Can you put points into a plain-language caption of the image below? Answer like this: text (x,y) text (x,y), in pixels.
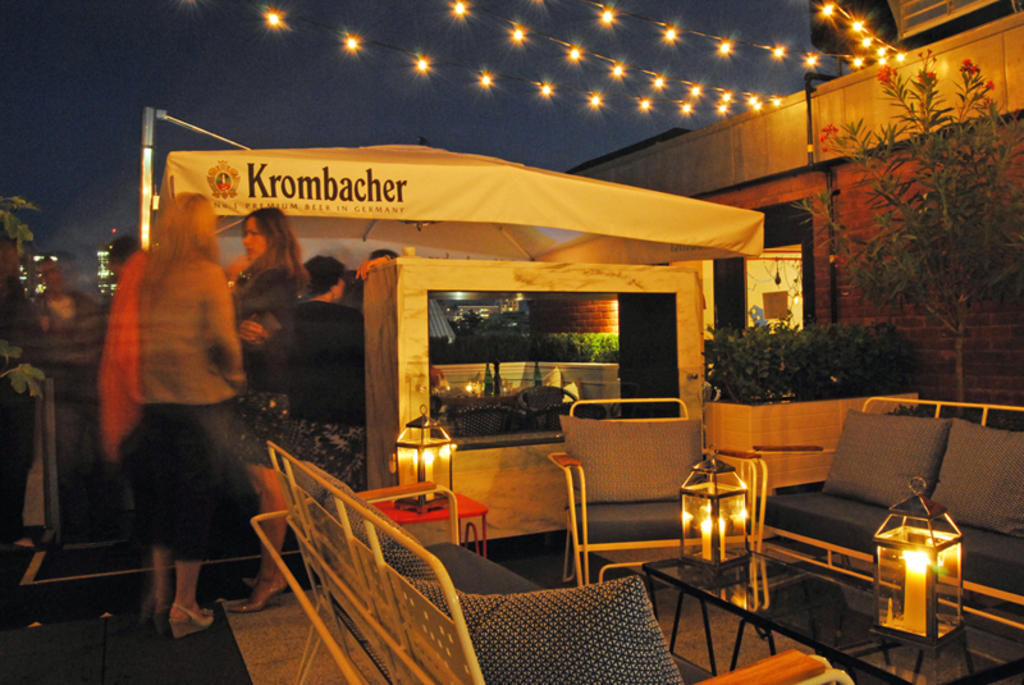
In this image there are people (216,356) who are standing near the tent (361,238). There are two sofas (623,666) and one chair (675,408) on which there is a pillow (625,461). In front of chair (650,514) there is table (839,624) on which there are two lamps (902,582). On the right side (956,331) there is tree (967,297) with flowers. On the top (644,111) there are lights (515,34).
